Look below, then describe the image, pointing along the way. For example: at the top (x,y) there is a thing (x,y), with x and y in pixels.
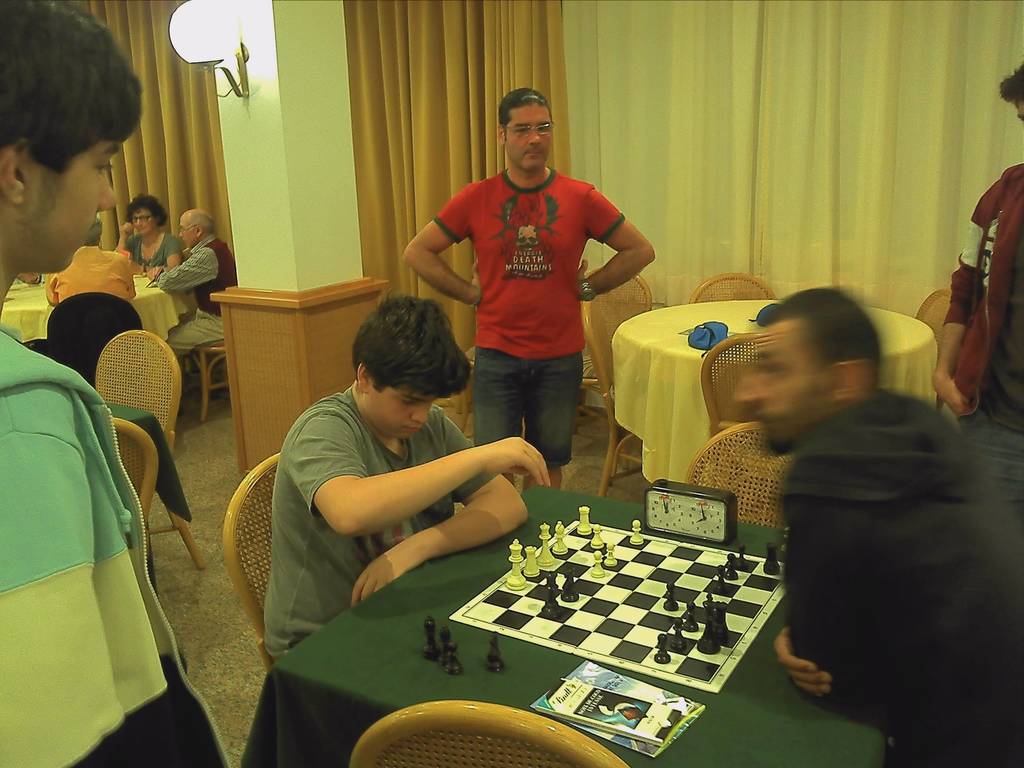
In this image i can see a group of persons (341,559) gathered inside of a room (114,341), and there are playing a chess (687,602) and some people (493,394) standing on the floor (219,663) visible. And there is light (213,43) on the wall (300,68). And back side of the wall (336,61) there is a curtain (435,97), on the left corner (139,262) i can see a group of people (74,284) around the table (33,302), on the right corner (900,336) i can see a table (913,330) and there are some chairs (928,314) kept around the table (656,345). There is a clock (658,506) kept on the table (727,708).
